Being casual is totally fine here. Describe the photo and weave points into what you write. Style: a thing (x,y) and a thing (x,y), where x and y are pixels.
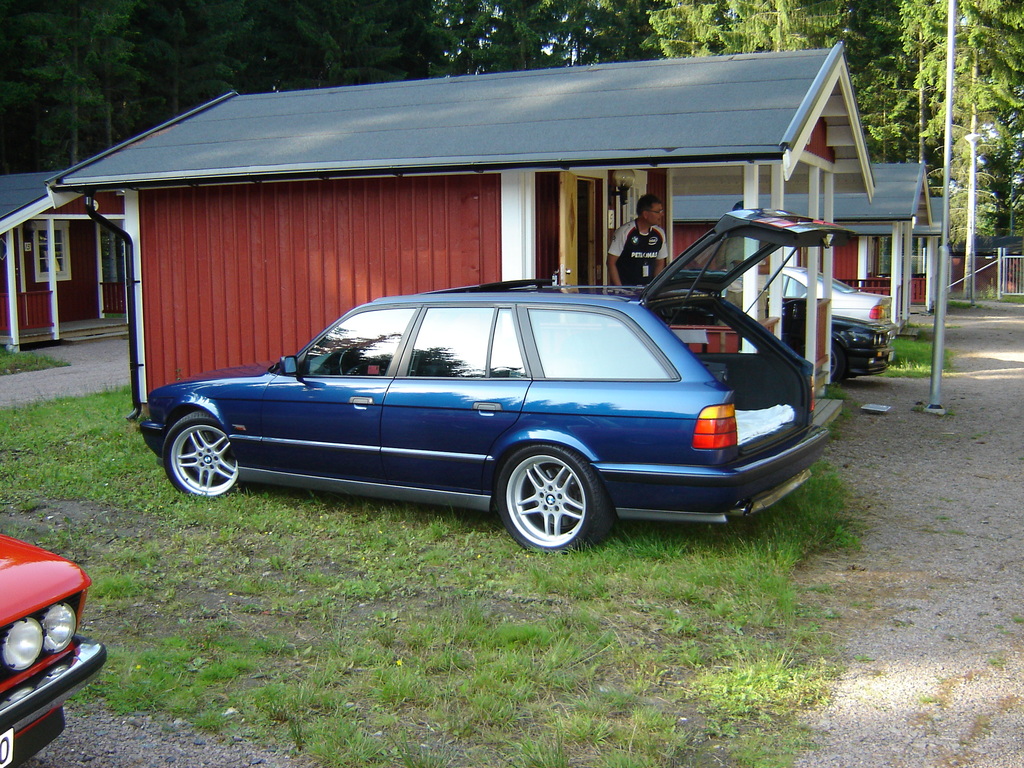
In this image we can see there are houses (705,210) and person (642,241) standing on the floor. And there are cars (662,418) parked on the ground (406,534). There are trees (715,34), grass (732,568) and the pole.
